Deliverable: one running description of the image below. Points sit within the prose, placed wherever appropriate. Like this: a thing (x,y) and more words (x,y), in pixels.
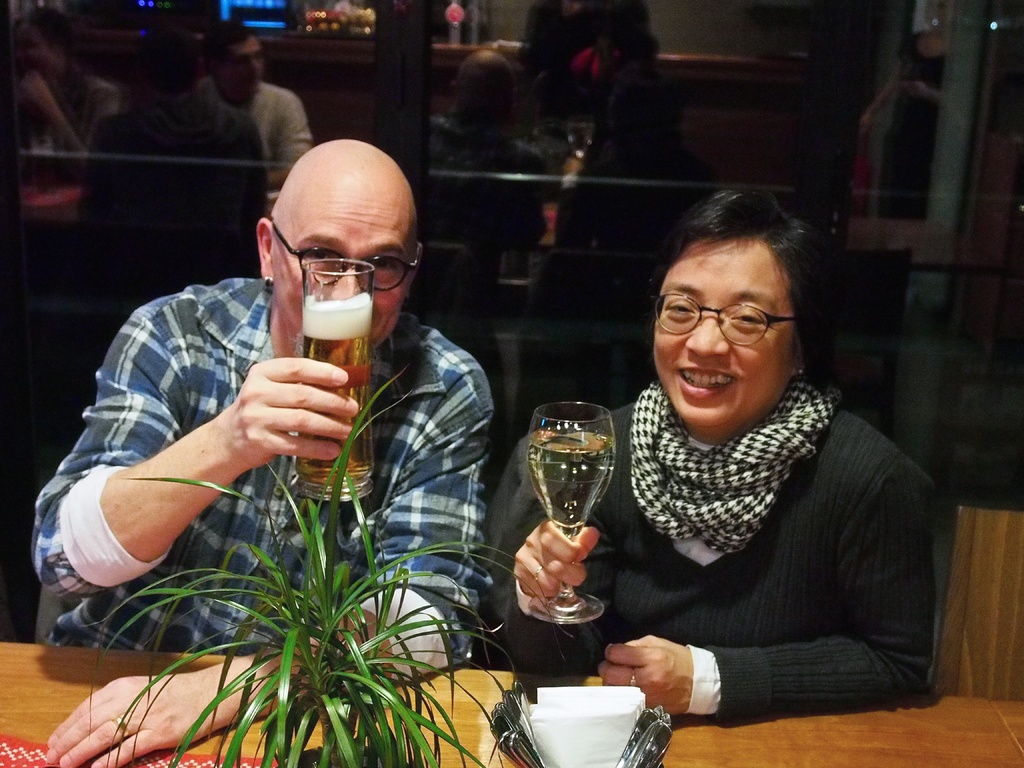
It seems to be the image is inside the restaurant (1,110). In the image there are two people (201,371), man (258,341) and woman (739,508) are sitting on chair (1002,602) in front of a table (933,740). On table (913,742) we can see a plant (278,738), tissues (549,697), mat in background (51,193) there is a glass door (525,127) inside a glass door (382,43) we can see group of people (630,102) sitting on chair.
